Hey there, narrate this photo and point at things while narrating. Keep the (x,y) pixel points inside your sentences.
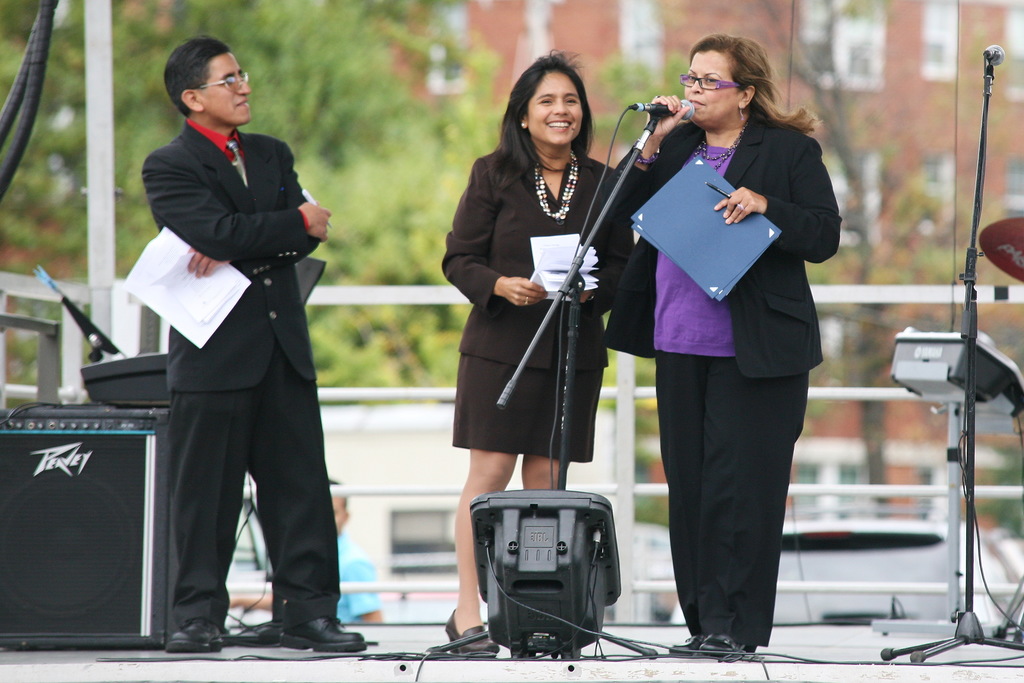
In the center of the image (485,288) we can see three persons (294,253) are standing and they are holding some objects (695,243). And we can see one of them is smiling and they are in different costumes (642,176). And we can see stands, microphones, one black color object (61,446), one speaker (45,469), pipes (29,129), wires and a few other objects (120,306). In the background (35,322) we can see trees (351,119), vehicles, one person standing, one building (806,81), fence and a few other objects (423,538).
